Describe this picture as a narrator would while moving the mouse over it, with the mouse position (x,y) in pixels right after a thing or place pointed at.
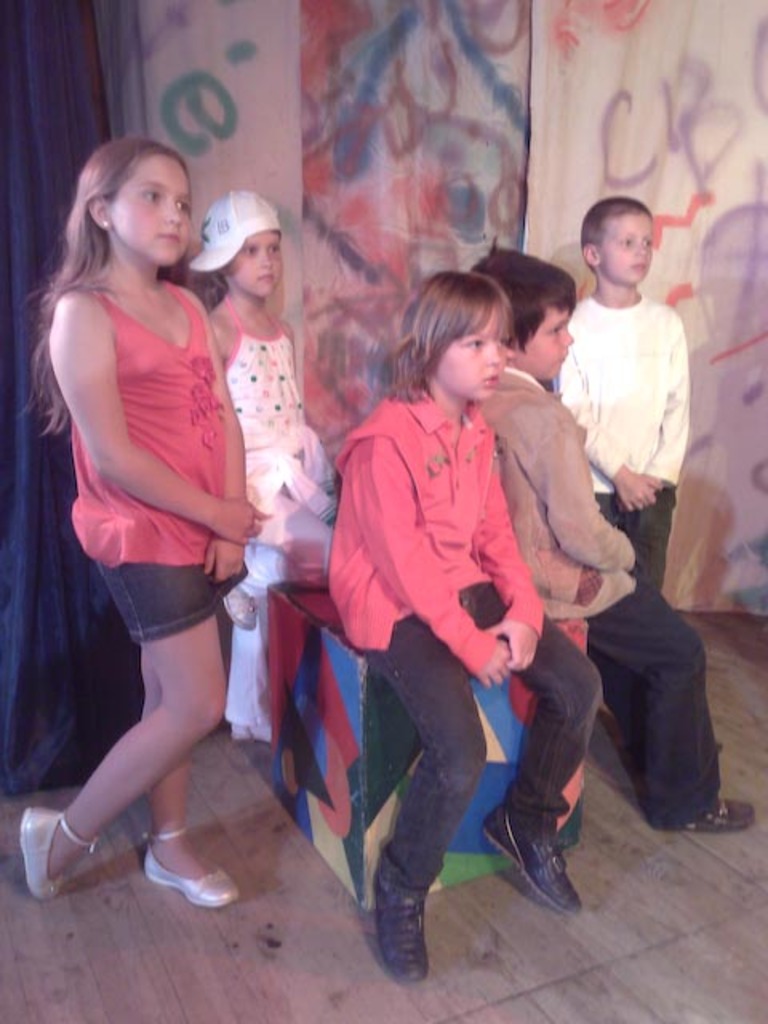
In the picture I can see five children (573,336). I can see two boys (550,673) sitting and three of them (198,396) are standing on the floor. I can see a blue curtain (38,188) on the left side (48,190).
